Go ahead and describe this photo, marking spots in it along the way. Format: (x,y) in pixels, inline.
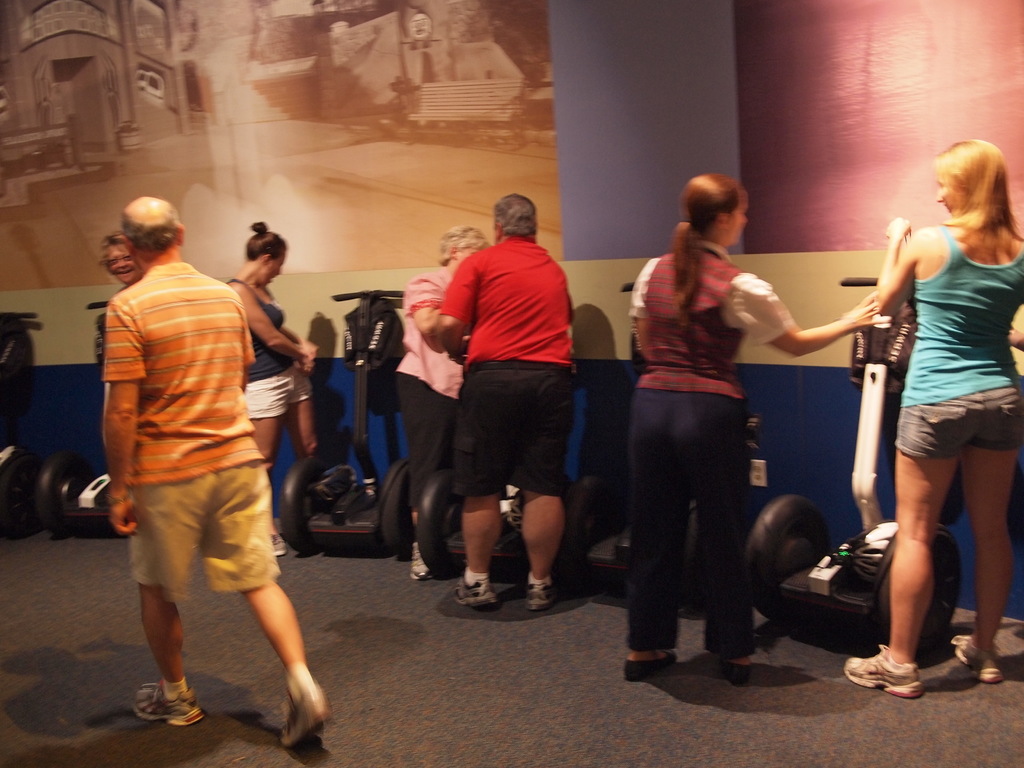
In the picture we can see some segways (354,524) near the wall (70,423) and we can see some women (997,278) are standing near it and in front of them, we can see a man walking on the floor (554,744) and in the background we can see a wall (812,25) with a painting of a house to it.
